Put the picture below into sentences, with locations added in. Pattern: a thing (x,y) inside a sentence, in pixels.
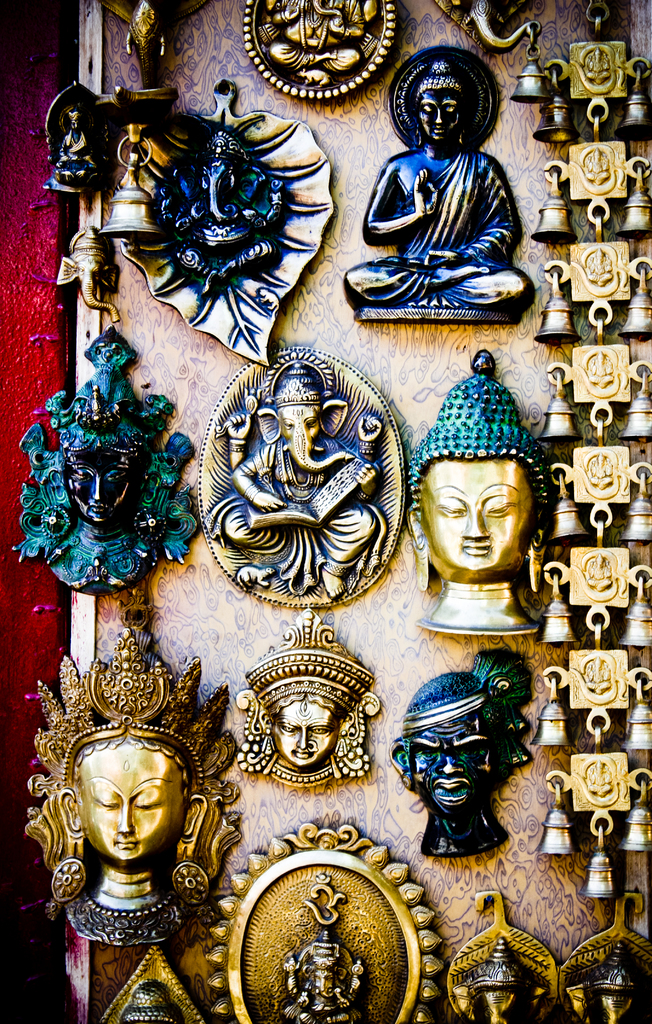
Here I can see few idols (83,728) are attached a wall (337,267).
